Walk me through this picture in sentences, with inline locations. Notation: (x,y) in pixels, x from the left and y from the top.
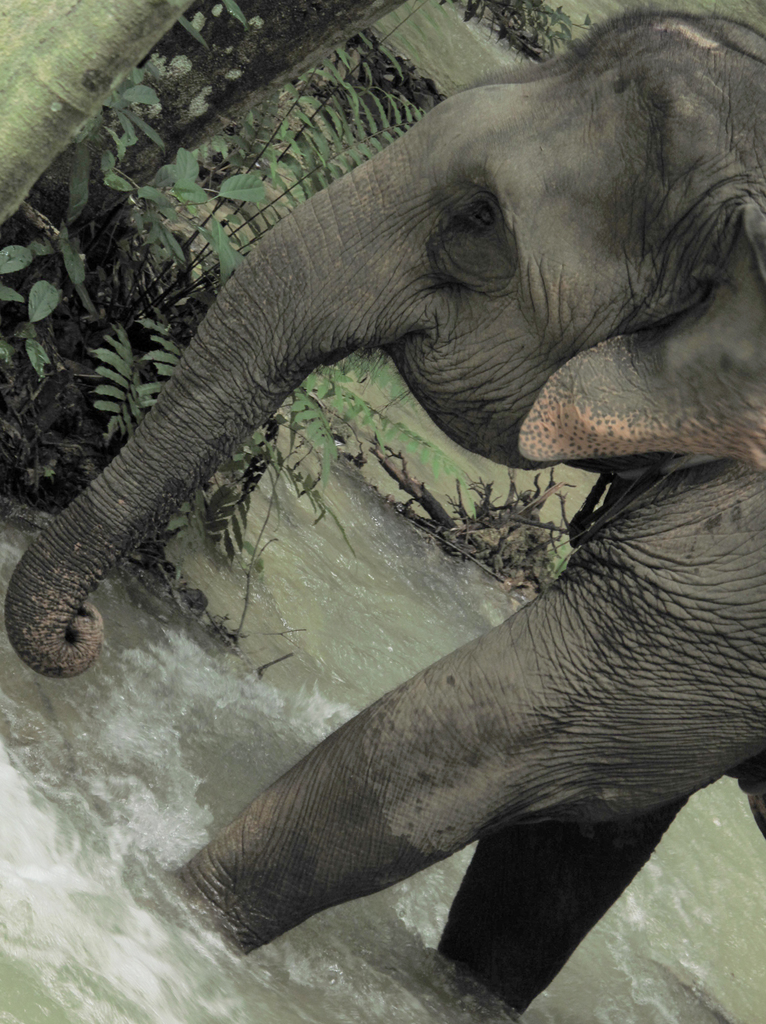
In this image there is an elephant (672,584) on the right side of this image (608,553). There are some water (98,804) in the bottom of this image (177,971) and there is a tree (156,83) on the top of this image (22,24).
